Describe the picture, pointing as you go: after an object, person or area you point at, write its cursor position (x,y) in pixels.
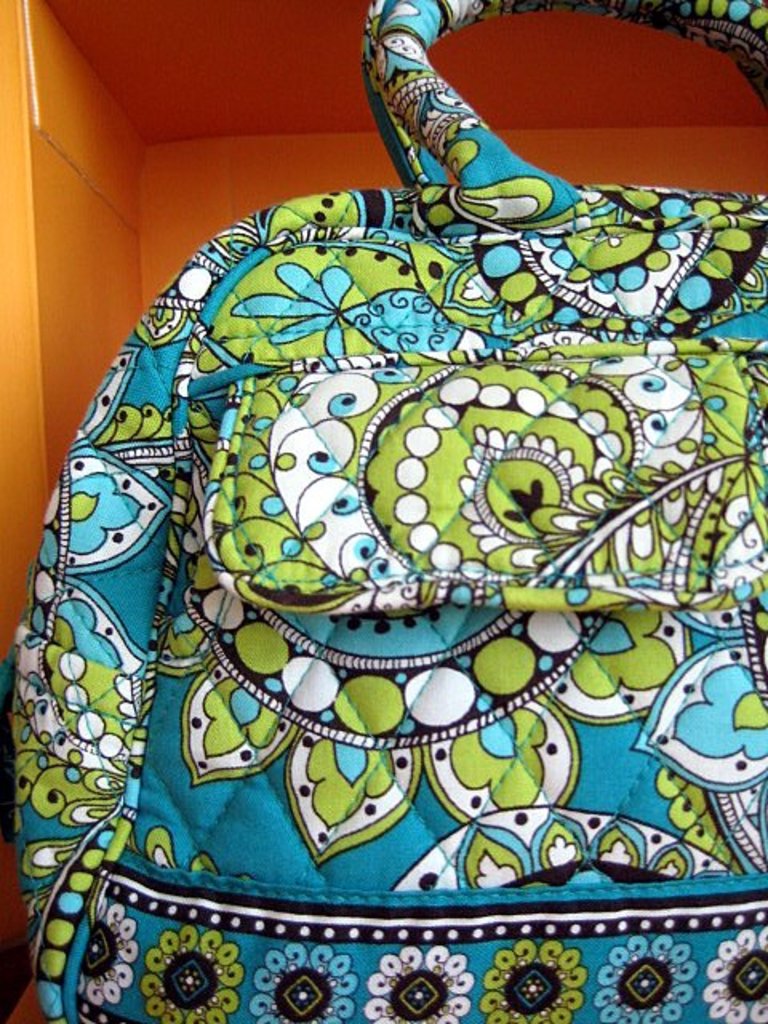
In the image there is a bag (262,301) and behind the bag (134,1007) there is a cupboard (124,121).
